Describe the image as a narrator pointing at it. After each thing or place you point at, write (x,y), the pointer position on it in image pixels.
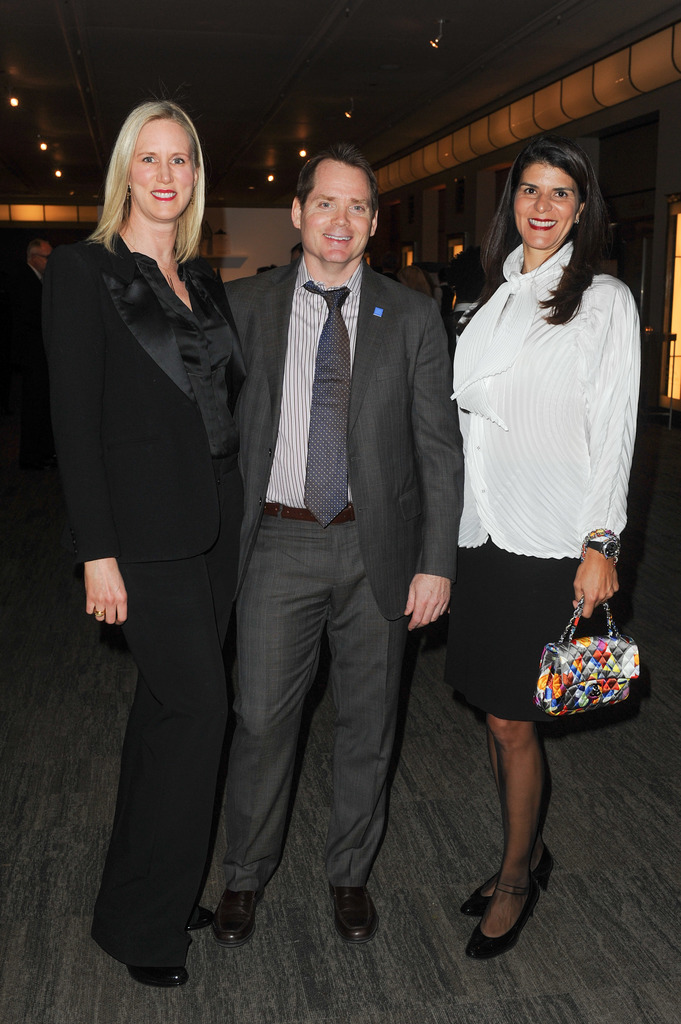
There is a person (339,406) standing on the either side of ladies (136,343) beside him.
